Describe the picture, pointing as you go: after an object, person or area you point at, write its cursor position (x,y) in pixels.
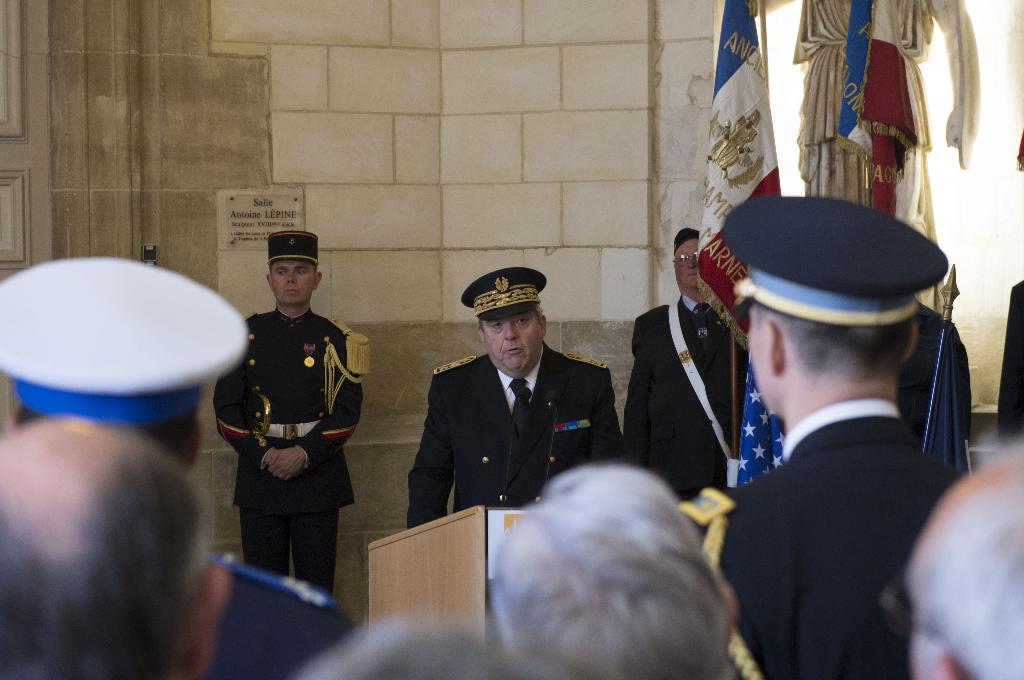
In this image we can see people (253,560) standing on the floor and one of them is standing at the podium (450,564) to which mics (507,484) are attached. In the background (735,178) we can see flags (767,152) to the flag posts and a name board (234,215) to the wall (208,217).
